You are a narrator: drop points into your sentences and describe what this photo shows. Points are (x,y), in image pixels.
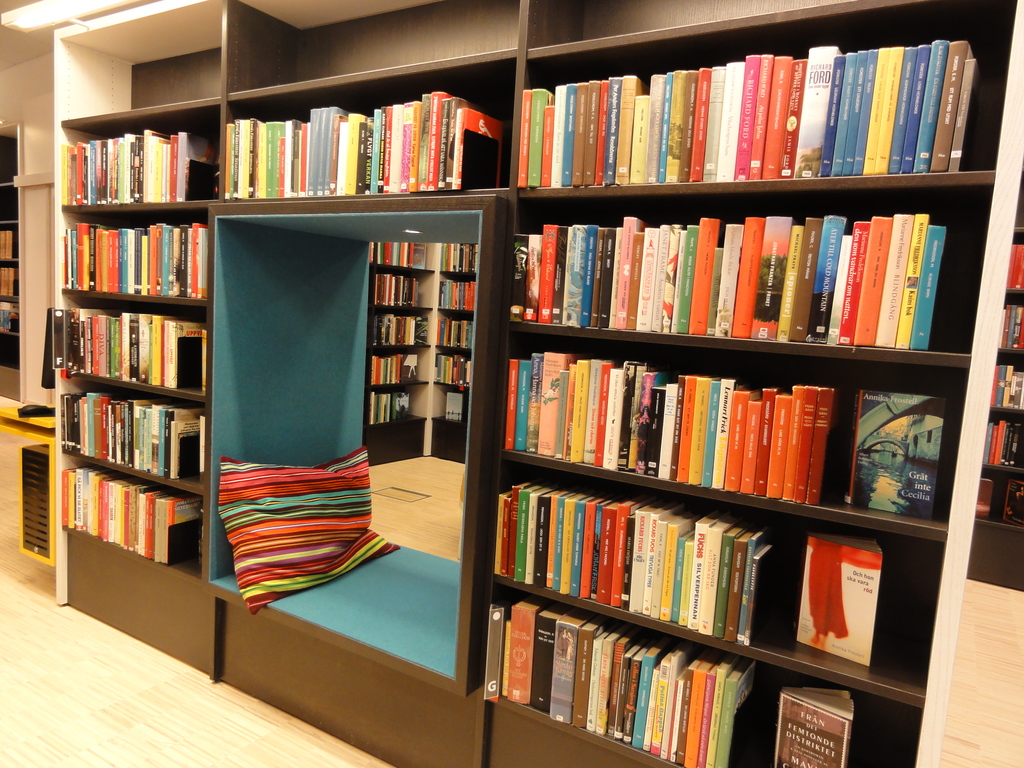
In this image I can see it looks like a library (764,468), there are many books (693,558) in the racks (468,673). In the middle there is the pillow (269,592) in this rack (246,653).
